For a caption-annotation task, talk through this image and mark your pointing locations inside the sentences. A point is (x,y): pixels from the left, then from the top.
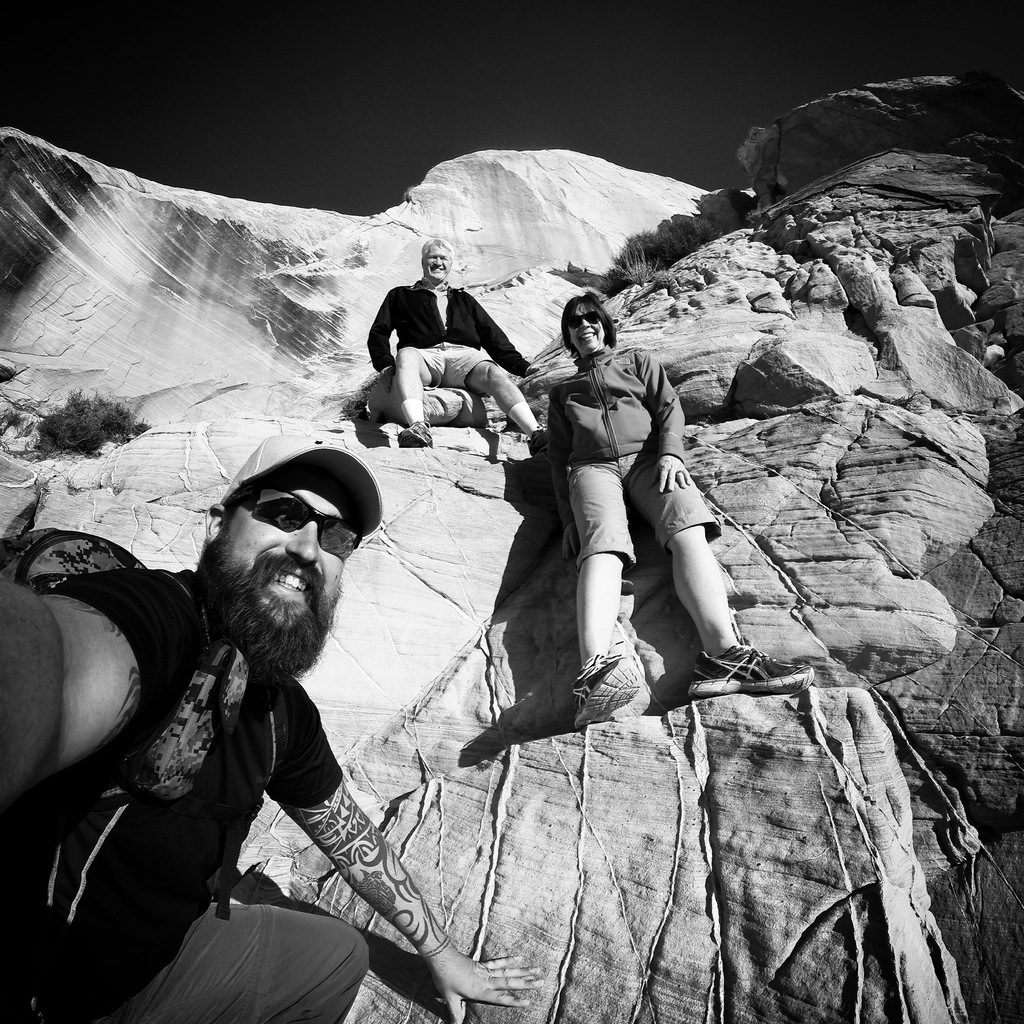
In this image there are three people (305,518) sitting on the rocks (544,773). They are smiling. Behind them there are rocky mountains (740,233). At the top (454,98) there is the sky (454,98).
